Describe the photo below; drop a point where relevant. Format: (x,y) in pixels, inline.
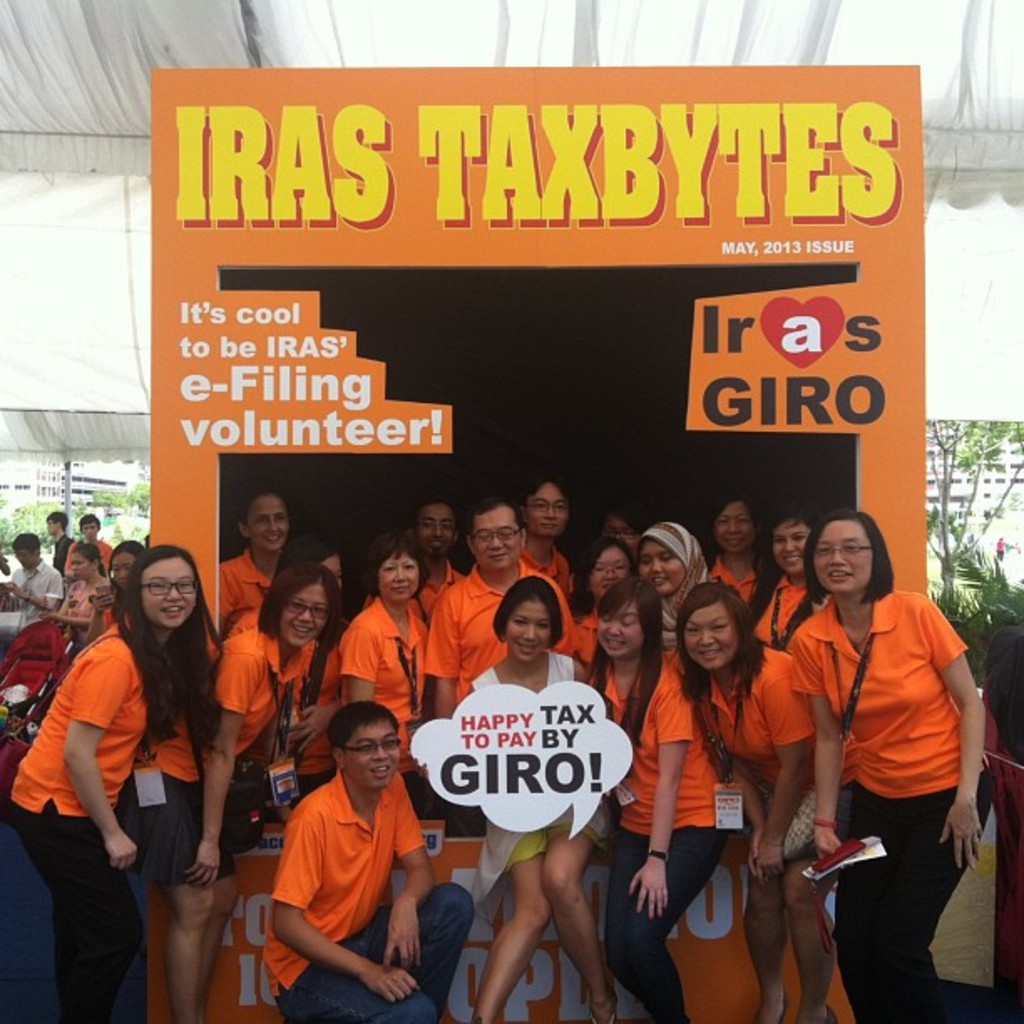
In this picture we can see many people (390,831) wearing orange t-shirts (245,672) and looking at someone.
